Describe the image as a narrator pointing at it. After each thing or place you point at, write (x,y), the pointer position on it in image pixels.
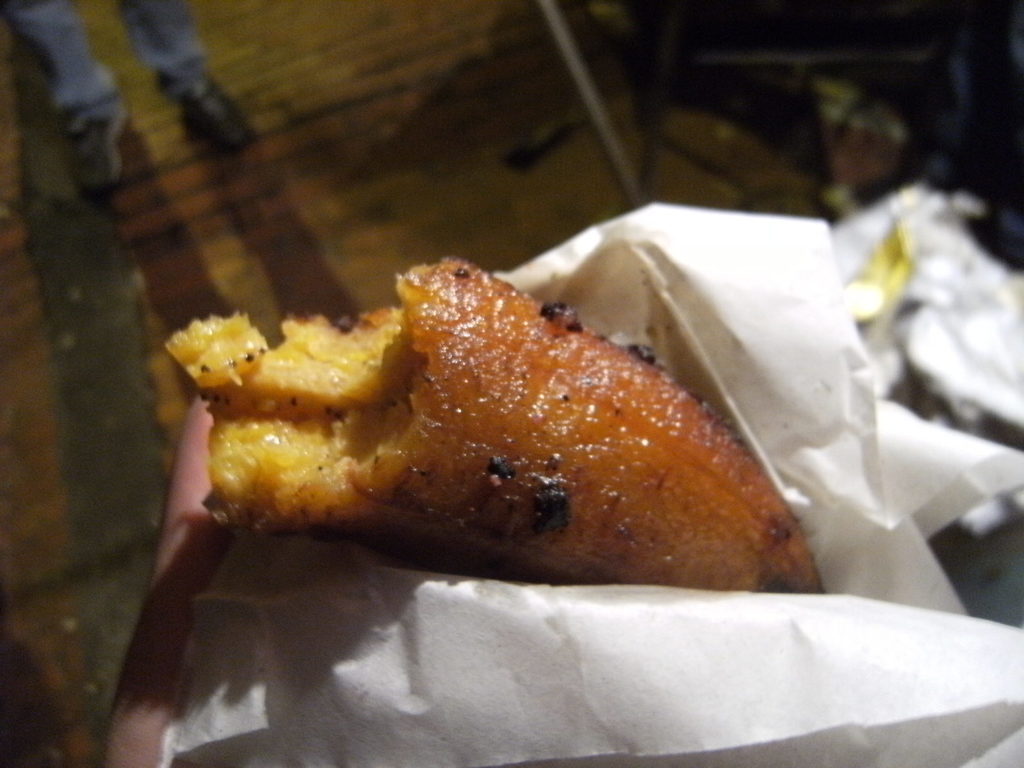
Here I can see a person's hand (176,570) holding a food item (587,412) which is covered with a paper (838,595). The background (171,231) is blurred.
